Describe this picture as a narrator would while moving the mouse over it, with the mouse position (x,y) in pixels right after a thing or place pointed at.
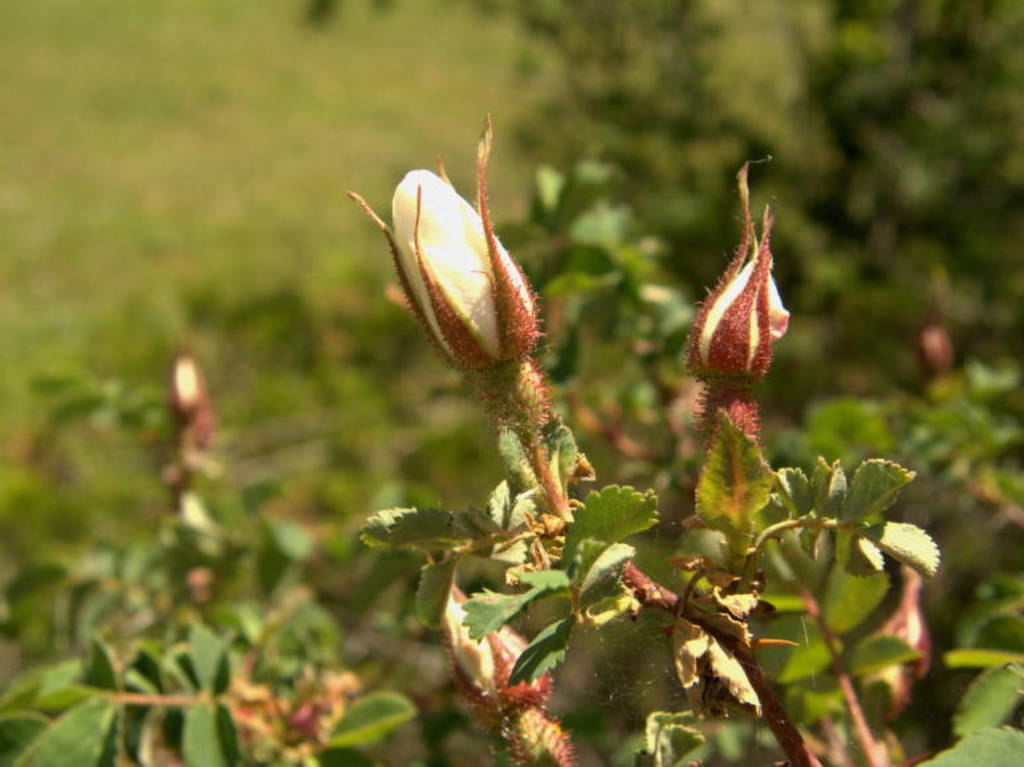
The picture consists of plants (600,447). In the foreground (475,646) there are buds (760,318). The background (10,67) is blurred. In the background (300,91) there is greenery (71,130).
